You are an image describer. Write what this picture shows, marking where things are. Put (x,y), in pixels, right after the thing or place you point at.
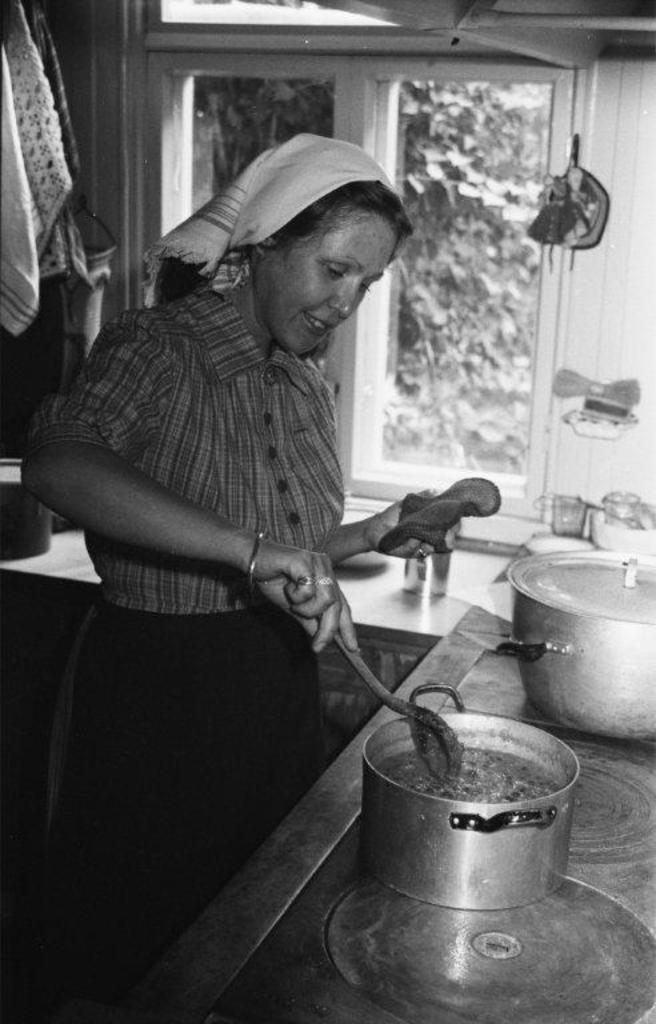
This is a black and white image. This picture is an inside view of a kitchen (598,112). In the center of the image (253,400) we can see a lady (287,430) is standing and holding a spoon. In the background of the image (3,548) we can see a window (543,322), cloths (21,273), glass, vessels (563,630). Through window (478,232) we can see a tree (503,201).
